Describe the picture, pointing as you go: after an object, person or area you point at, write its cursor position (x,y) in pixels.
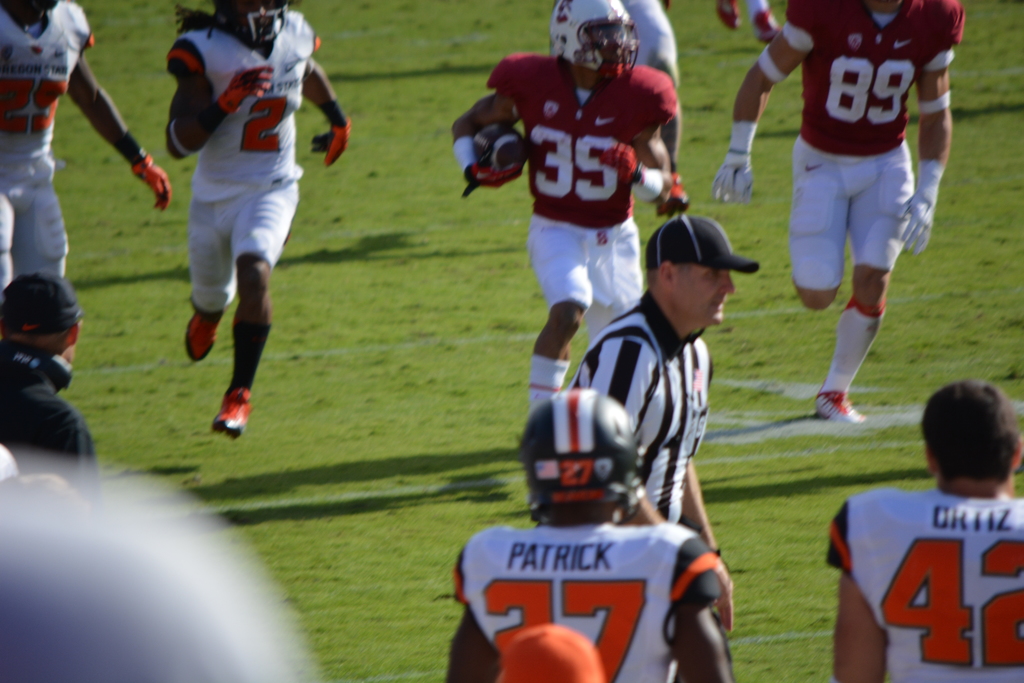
people (600,521) are playing a game. in the center (665,399) referee (665,399) is standing. behind him a person (530,144) is holding the ball (499,146).
